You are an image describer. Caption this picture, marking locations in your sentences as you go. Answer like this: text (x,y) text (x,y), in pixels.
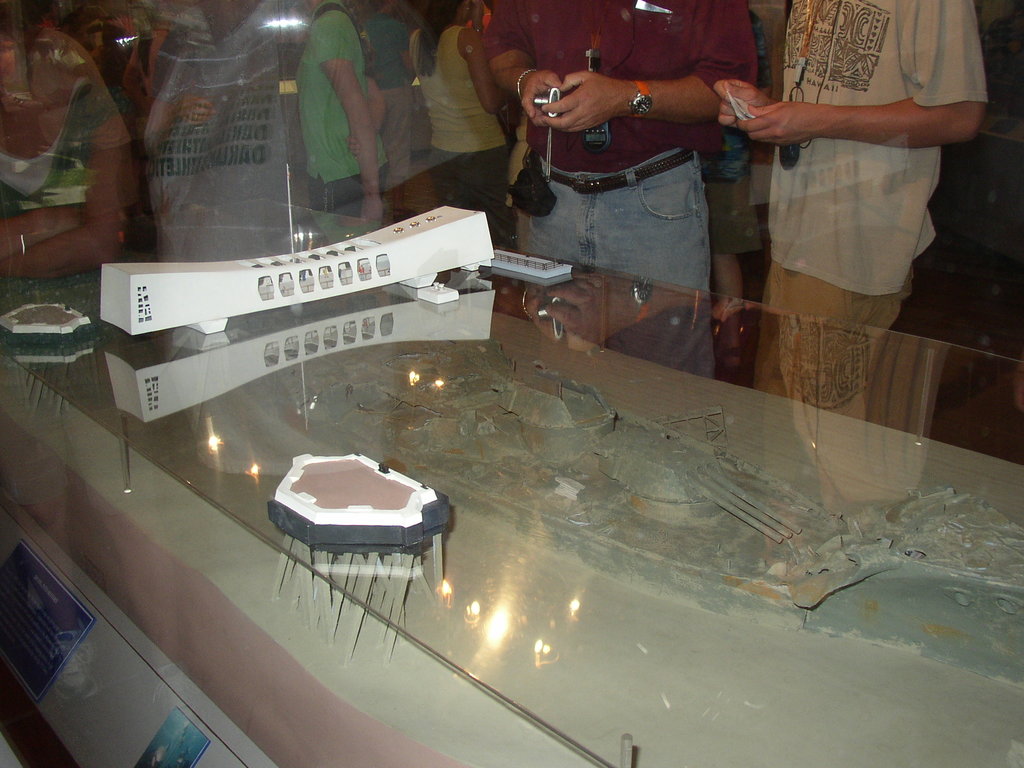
There are some objects (404,608) on a glass surface (462,291). In the background (944,73), there are persons (386,13) standing.
